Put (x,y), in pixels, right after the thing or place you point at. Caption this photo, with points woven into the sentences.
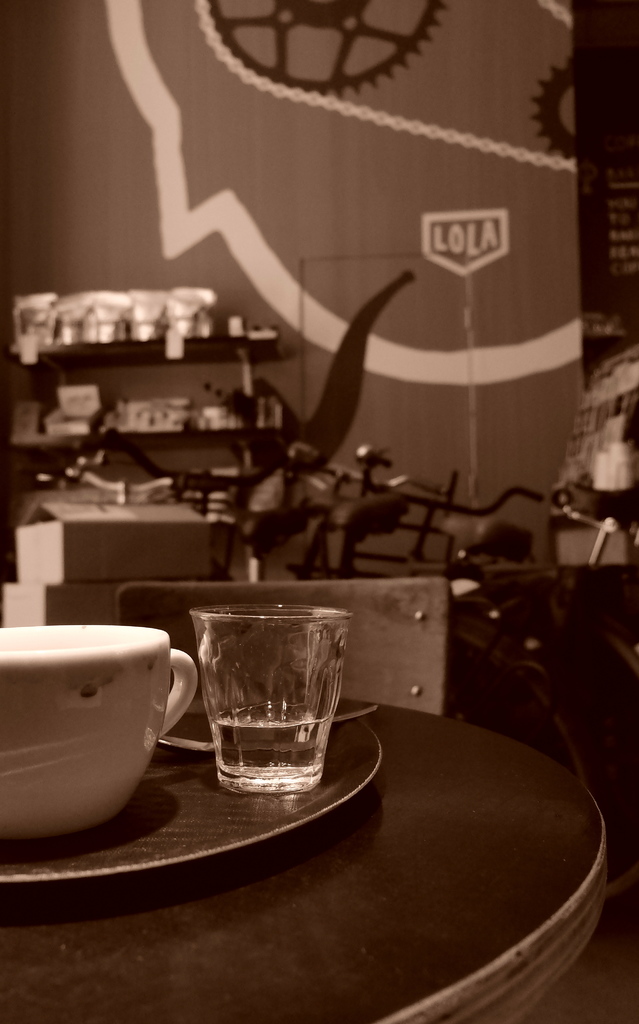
In the image we can see there is a tray (216,796) in which there is a cup (120,652) and the glass (311,661) and the image is in black and white colour.
